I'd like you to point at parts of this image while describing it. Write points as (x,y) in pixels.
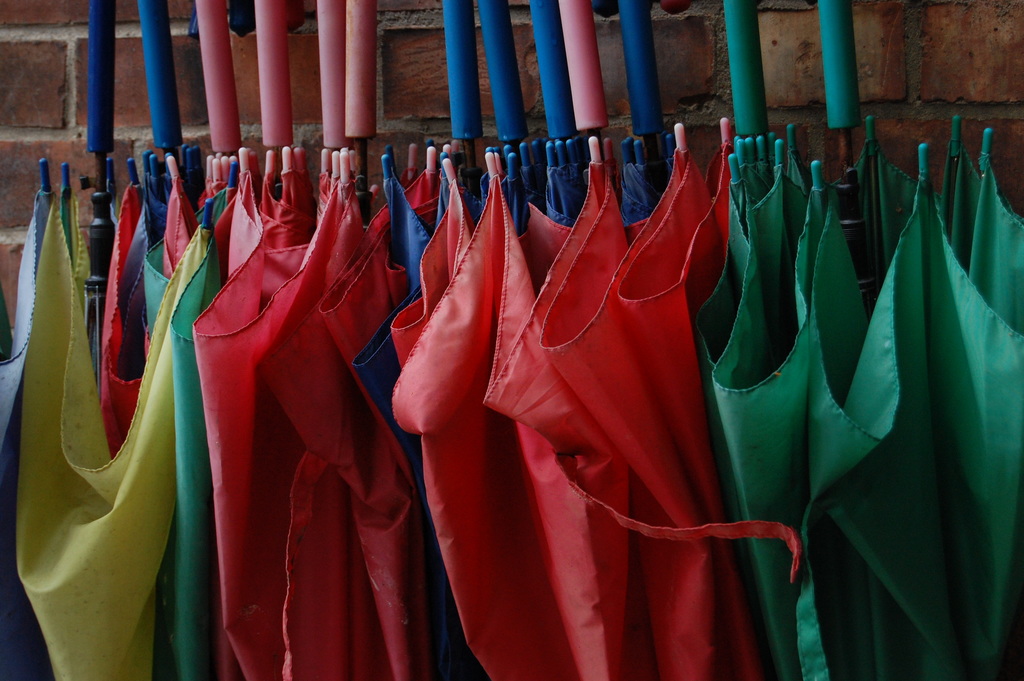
In this image I can see a few umbrellas (609,250). They are in different color. Back I can see a brick wall (939,72).
